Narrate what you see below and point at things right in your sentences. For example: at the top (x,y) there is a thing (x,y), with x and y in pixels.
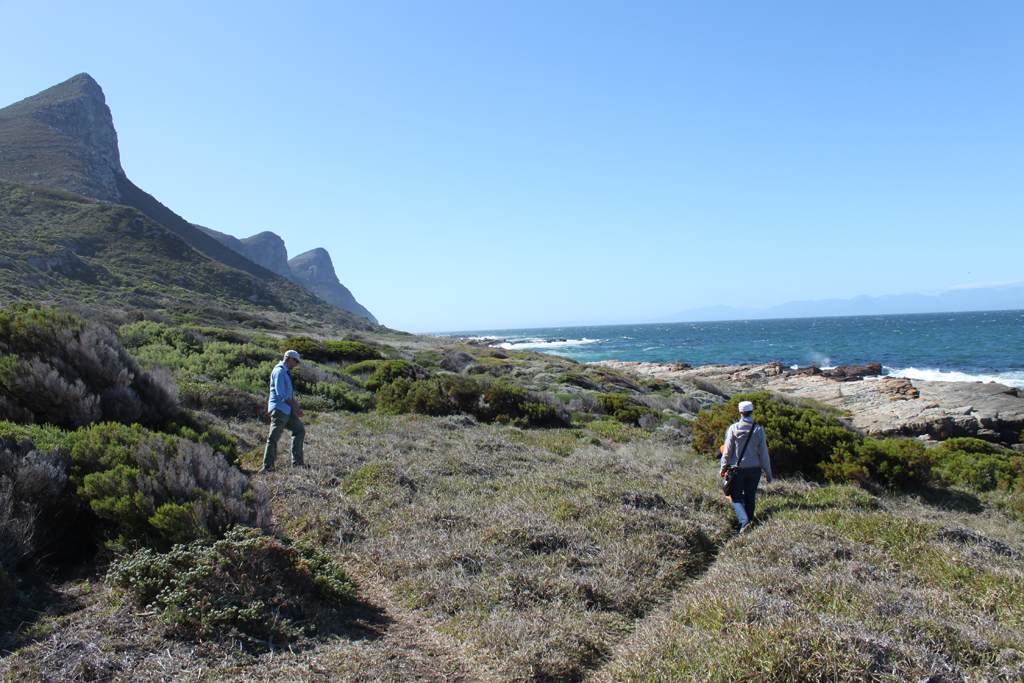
In this picture in the front (328,550) there is dry grass (476,564). In the center (467,425) there are persons (293,424) walking, there are plants (344,398). In the background (338,297) there are mountains (253,296) and there is an ocean (832,323).
